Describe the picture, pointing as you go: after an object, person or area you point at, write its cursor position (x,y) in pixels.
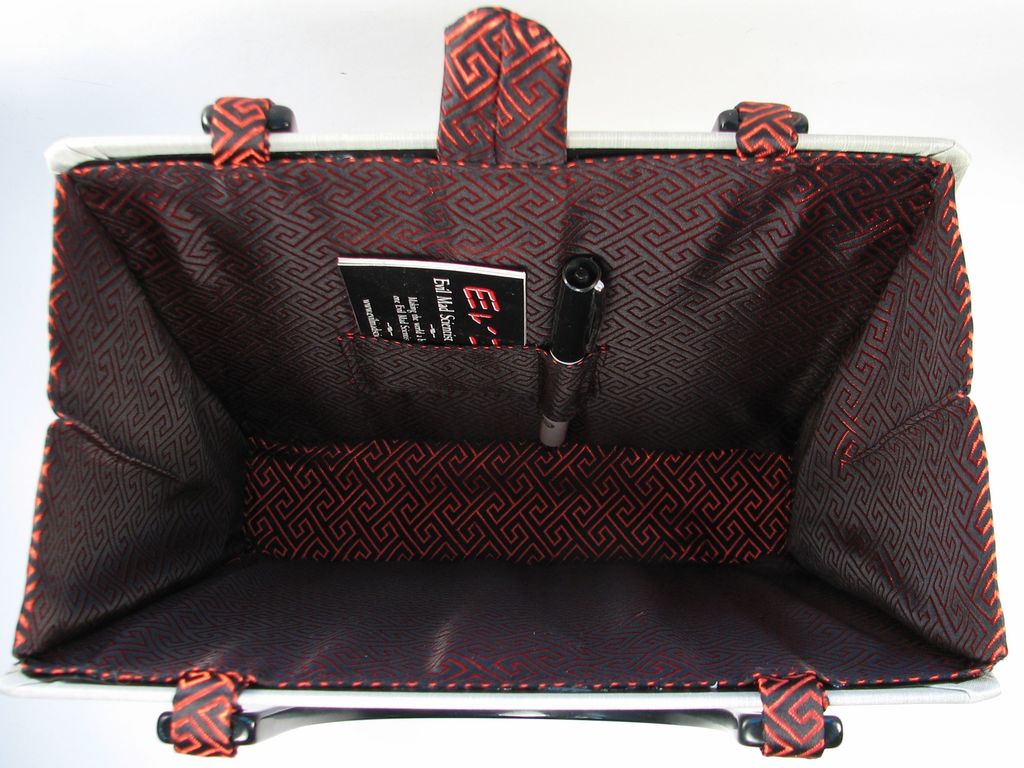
In the image there is a bag (787,412). Inside a bag (428,354) we can see a book (412,297) and a pen (589,319) and we can also black color which is attached to the bag (276,723).
